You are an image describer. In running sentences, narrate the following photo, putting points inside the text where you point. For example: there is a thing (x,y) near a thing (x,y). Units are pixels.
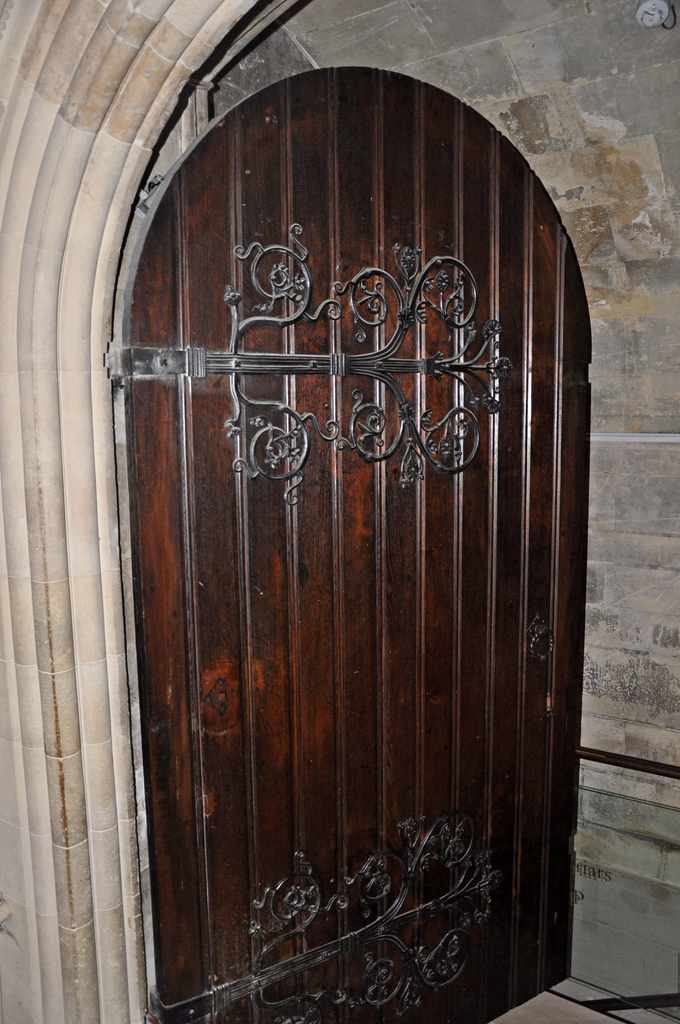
In the center of the image (376,578) there is a wall (657,48), one white color object (647,3), door (485,244), which is in brown color and a few other objects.
